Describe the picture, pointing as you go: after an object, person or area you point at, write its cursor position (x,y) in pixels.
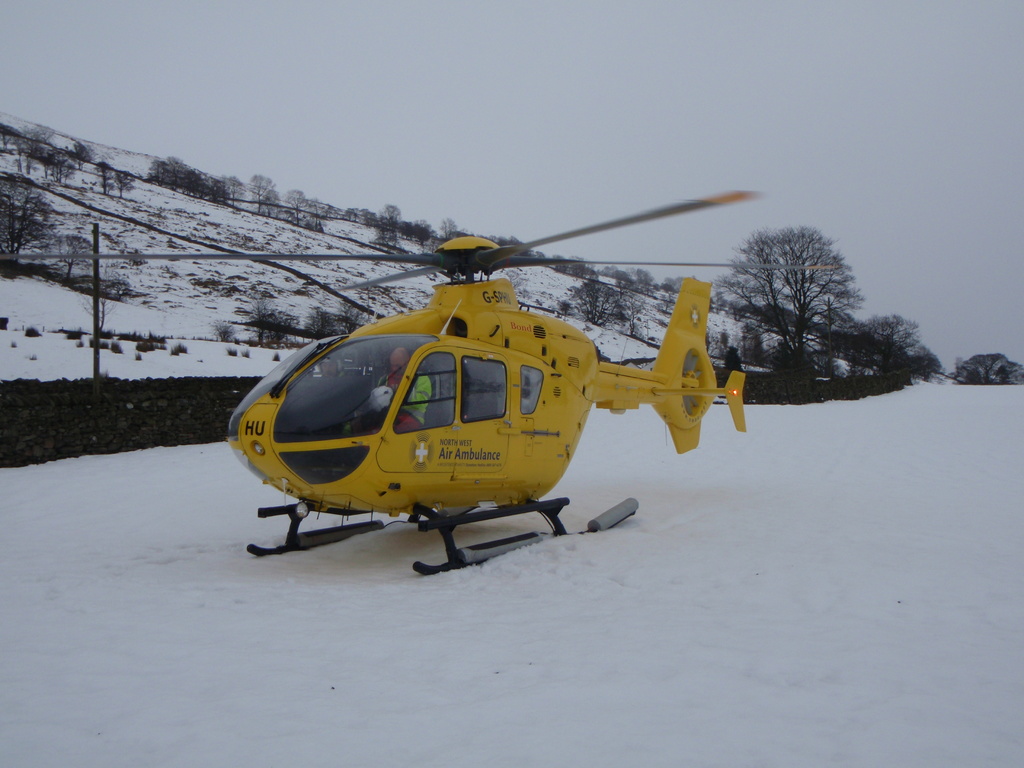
In this image, we can see a helicopter (453,383) with a person (398,383). We can see the ground (677,650) covered with snow (578,602). There are a few trees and plants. We can see the fence (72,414). We can see trees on the right (782,353). We can see the sky (972,311). We can see a pole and the wall (61,431).
